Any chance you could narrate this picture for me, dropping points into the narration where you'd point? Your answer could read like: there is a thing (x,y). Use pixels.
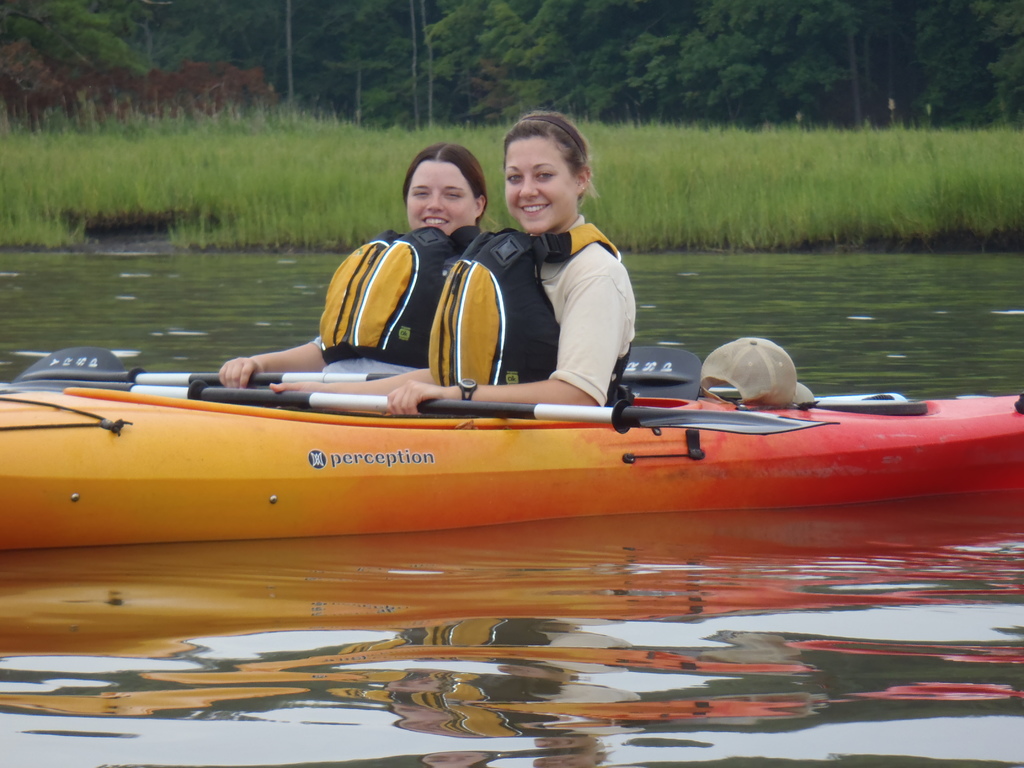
In this image we can see two women (485,312) wearing life jackets (453,332) are in the orange color boat (351,461) which is floating on the water (544,675). In the background (630,107), can see grass (70,137) and trees (588,5).
